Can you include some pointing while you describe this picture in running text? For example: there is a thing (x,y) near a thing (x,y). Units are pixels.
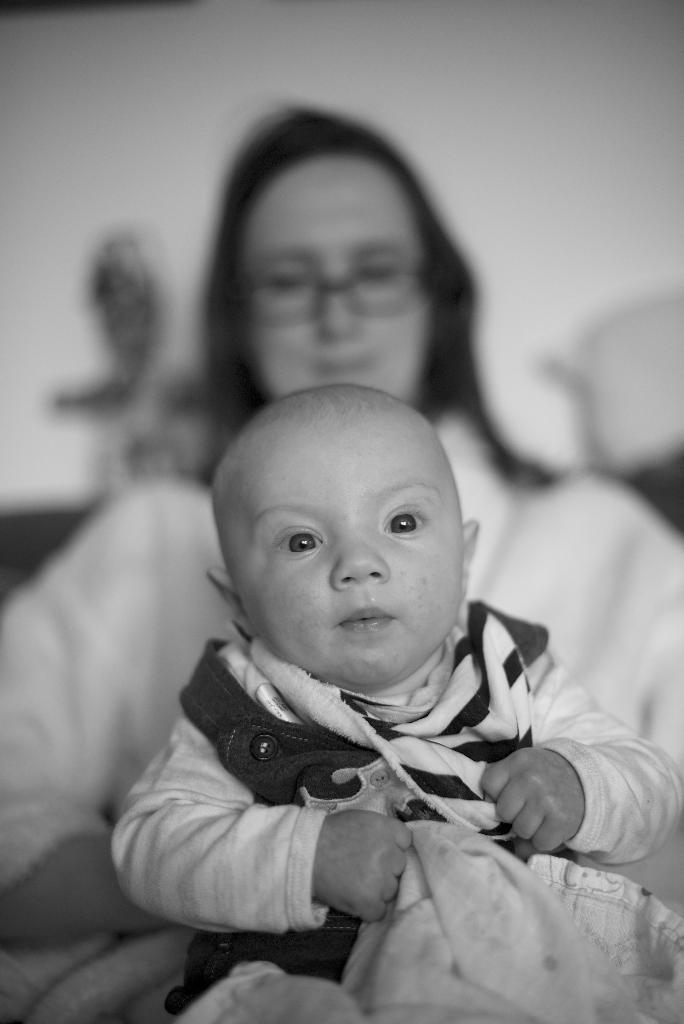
In the picture we can see a baby (221,655) sitting with a woman (576,577), the woman (556,593) is wearing a white dress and a baby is holding some cloth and in the background (166,62) we can see a wall (587,31).
